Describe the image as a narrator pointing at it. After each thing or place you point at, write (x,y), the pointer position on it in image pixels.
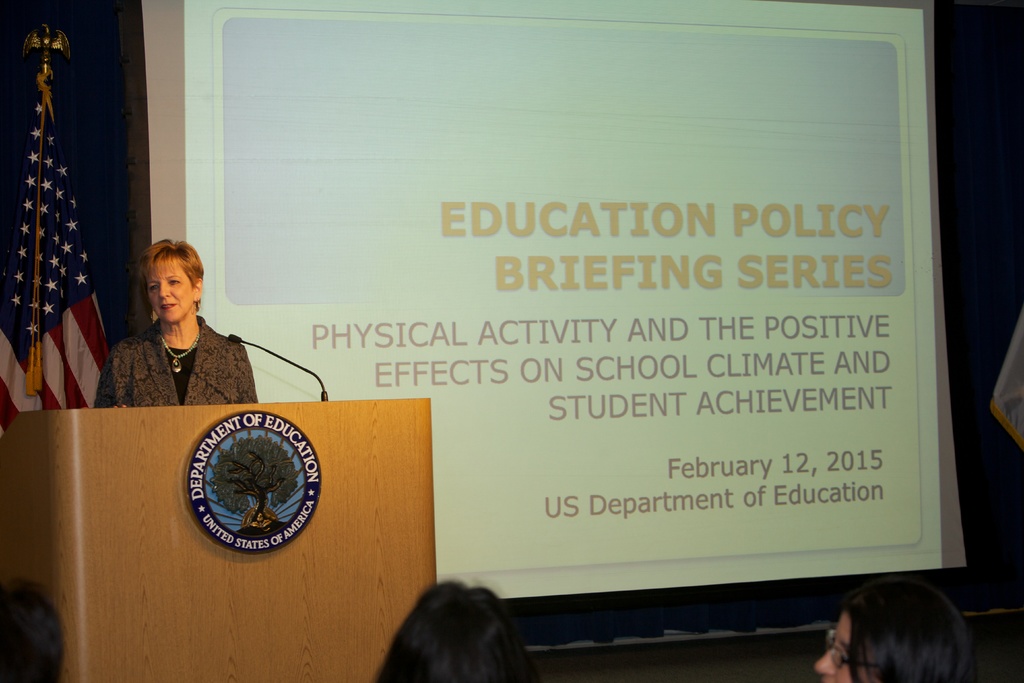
On the left side of the image (177,368), we can see a woman (167,358) is standing behind the wooden podium (143,476). Here we can see a board (241,497) and microphones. Background (559,318) we can see flag (97,326), screen (548,249) and curtain (1013,256). At the bottom of the image (912,666), we can see heads (447,670) of few people (396,670).
